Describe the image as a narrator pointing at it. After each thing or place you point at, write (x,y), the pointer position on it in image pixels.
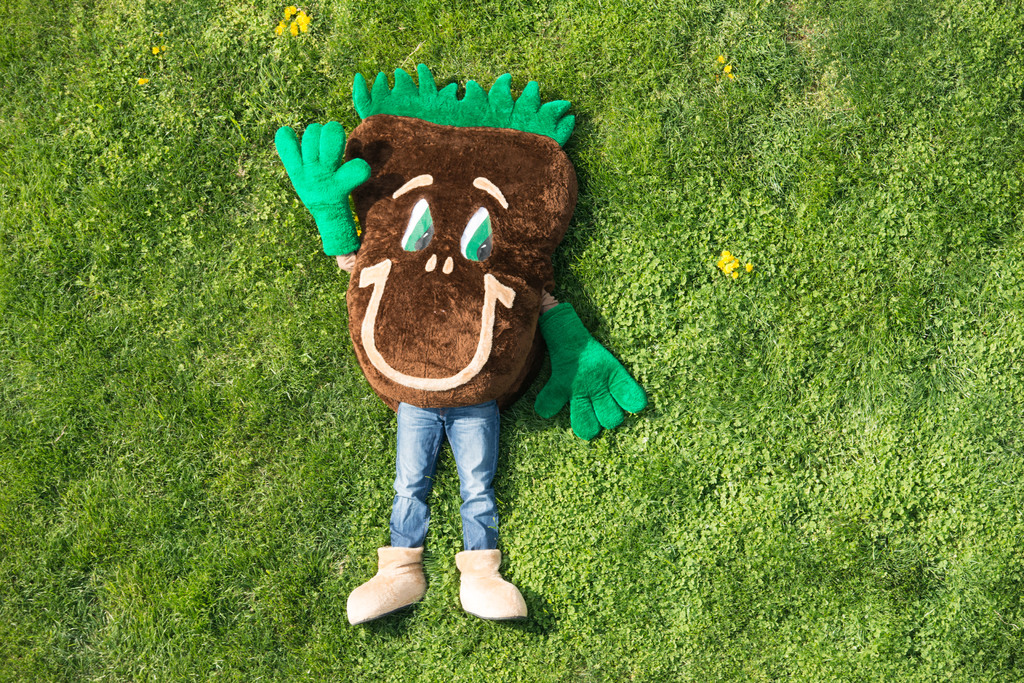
In the image there is a person (407,489) with blue jeans (406,520) and costume (402,158) with brown and green color. And the person (460,584) is wearing the shoes (419,585). The person (464,567) is lying on the ground (525,578). On the ground (564,593) there are small plants (217,225) and grass (246,160).
